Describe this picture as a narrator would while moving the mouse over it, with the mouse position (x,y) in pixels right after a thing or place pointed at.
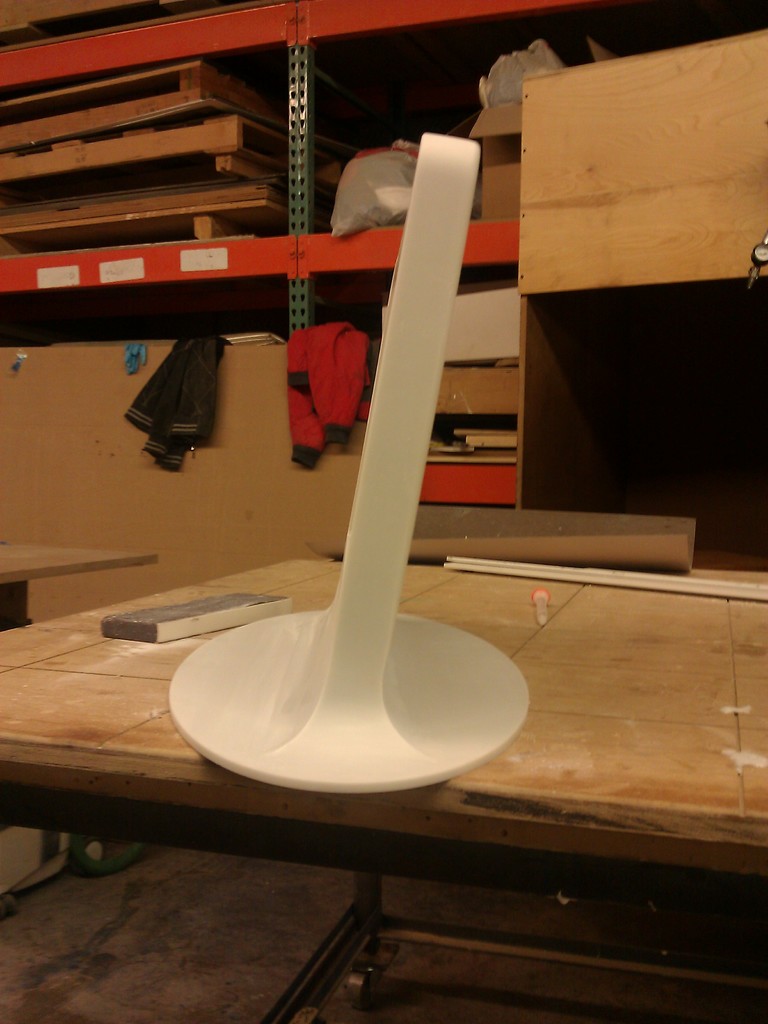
In this image we can see a table (545,734), pen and other objects (285,657). In the background of the image (388,276) there are shelves (370,311), jackets (353,332), wooden objects (526,381) and other objects (501,154).
